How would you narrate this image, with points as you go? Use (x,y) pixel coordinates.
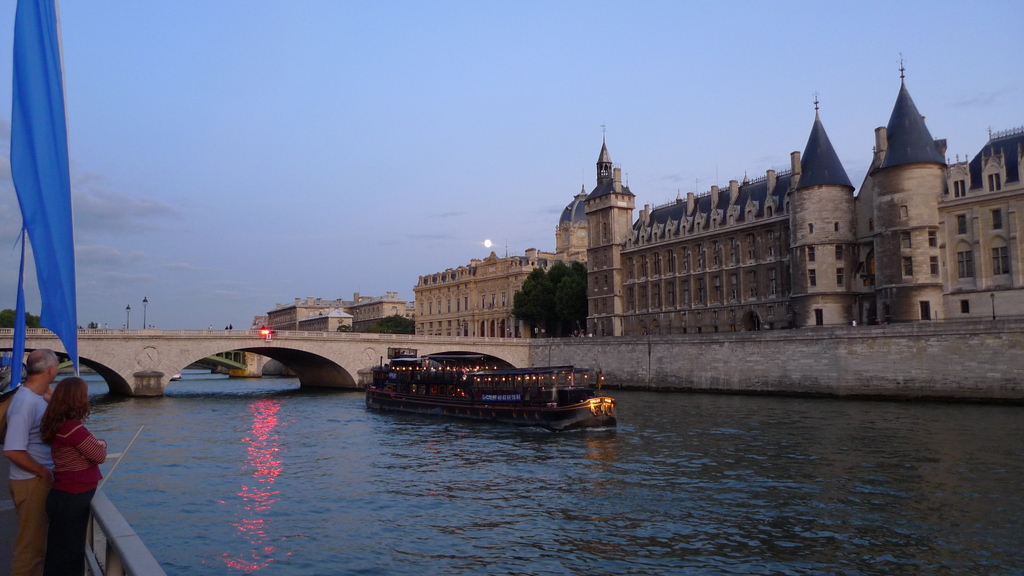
In this image we can see boat (460,384) on the water (406,493). On the left side (24,442) we can see persons (58,426) standing. There is a railing (120,555). Also there is a cloth (58,269). In the back (202,337) there is a bridge (259,344). Also there are buildings (436,294) with windows (503,296). And there are trees (530,319). In the background (406,170) there is sky (545,184).
